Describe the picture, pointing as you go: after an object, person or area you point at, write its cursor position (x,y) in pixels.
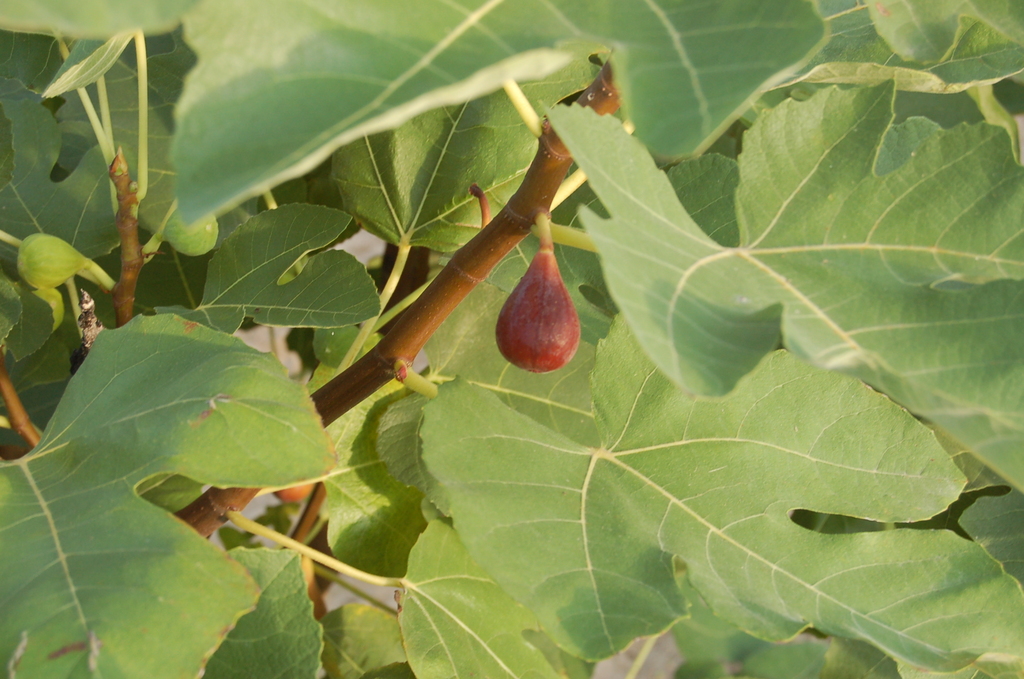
In this image we can see some fruits (545,317) and leaves (244,390) on branches (123,220) of a tree (227,402).
